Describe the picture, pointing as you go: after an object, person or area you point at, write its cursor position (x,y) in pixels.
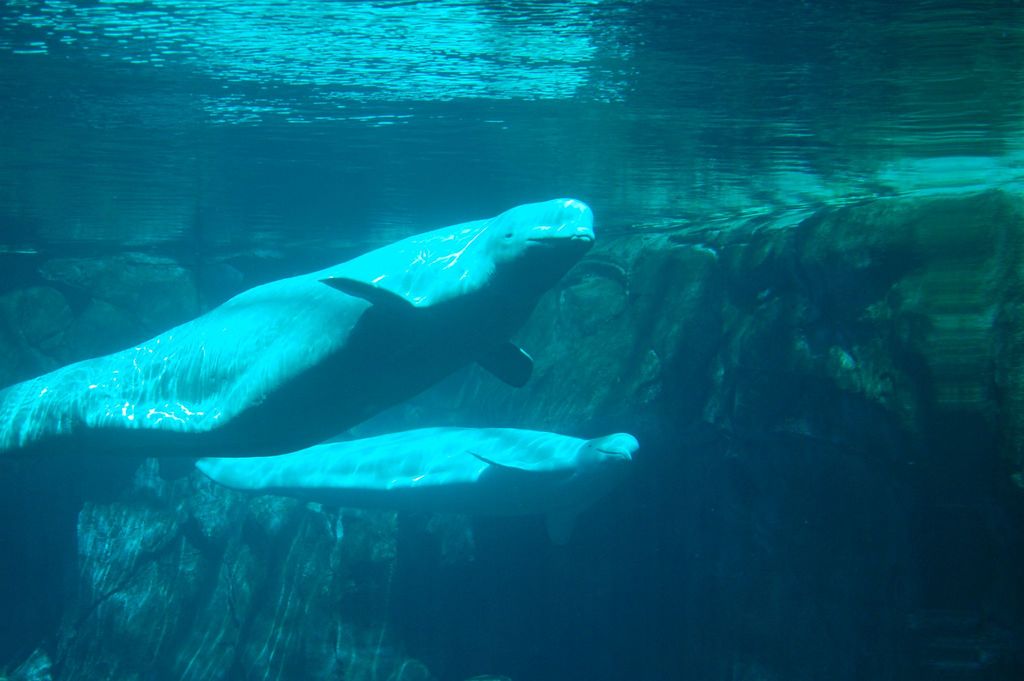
In this picture I can see couple of aquatic animals (393,396) in the water (342,246) and looks like a rock (948,267) in the background (52,311).
